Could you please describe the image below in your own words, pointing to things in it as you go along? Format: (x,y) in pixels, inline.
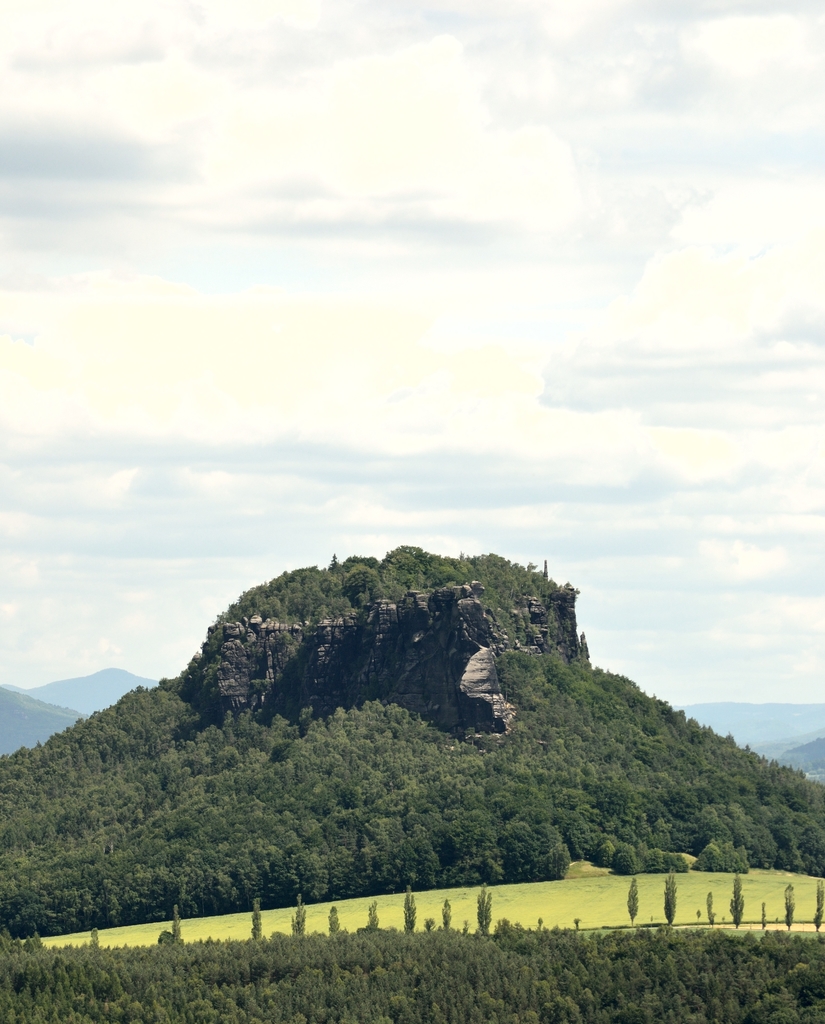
At the bottom of the picture (426,968), we see the trees (384,968). In the middle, we see the grass (543,898). There are trees (200,685) and the hills (615,688) in the background (439,620). At the top (402,296), we see the sky (512,468) and the clouds (547,434).
